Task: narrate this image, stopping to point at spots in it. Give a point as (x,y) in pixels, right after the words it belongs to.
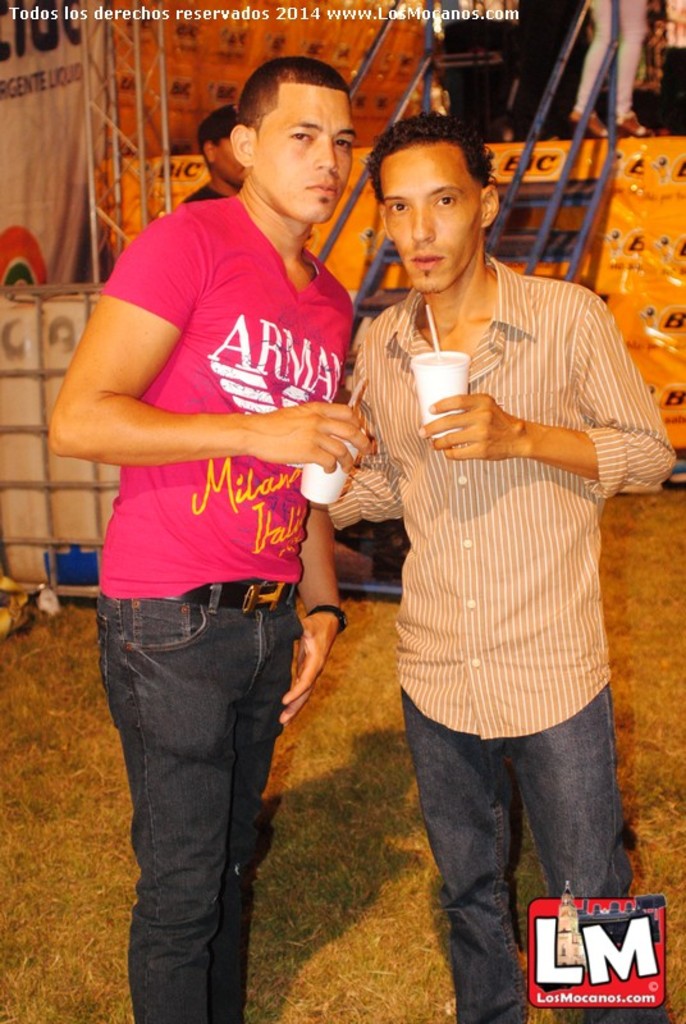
These two people (258,296) are holding cups (326,473). Background (222,149) there are steps (585,130) and people (211,157). Top of the image (313,16) there is a watermark (190,16).
